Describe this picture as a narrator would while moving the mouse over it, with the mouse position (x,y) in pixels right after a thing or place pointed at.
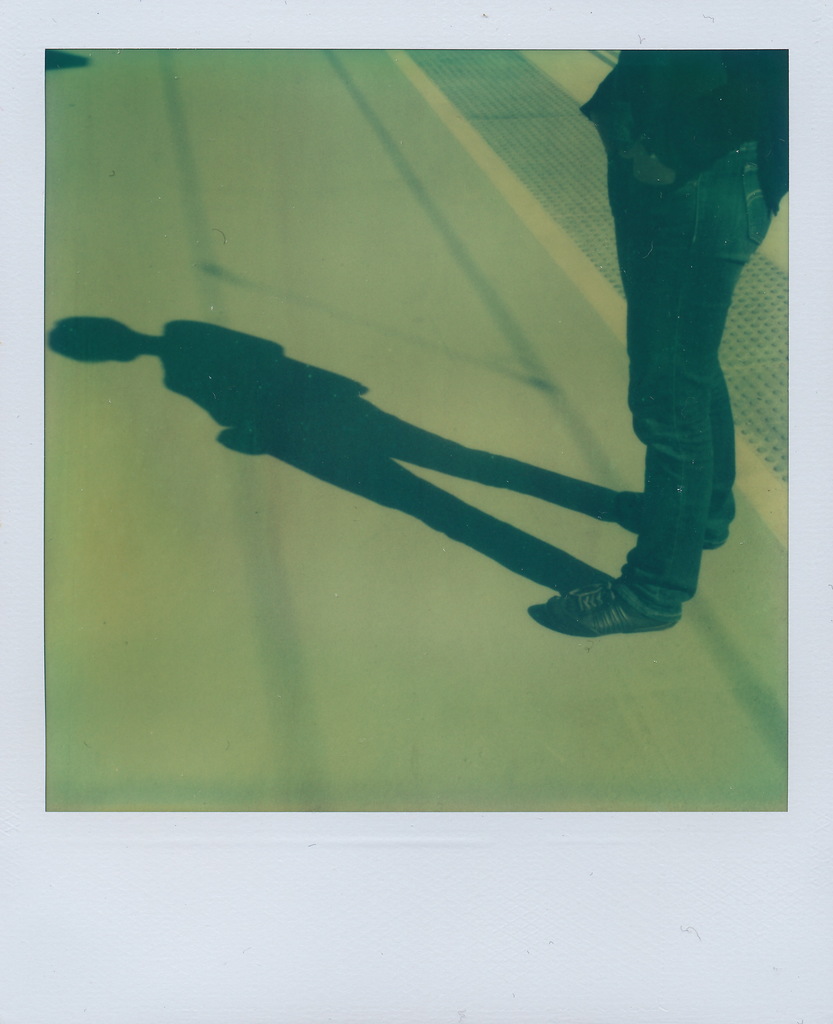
In this image we can see the photograph (667,506) of a person (727,471) standing on the road (735,488).
